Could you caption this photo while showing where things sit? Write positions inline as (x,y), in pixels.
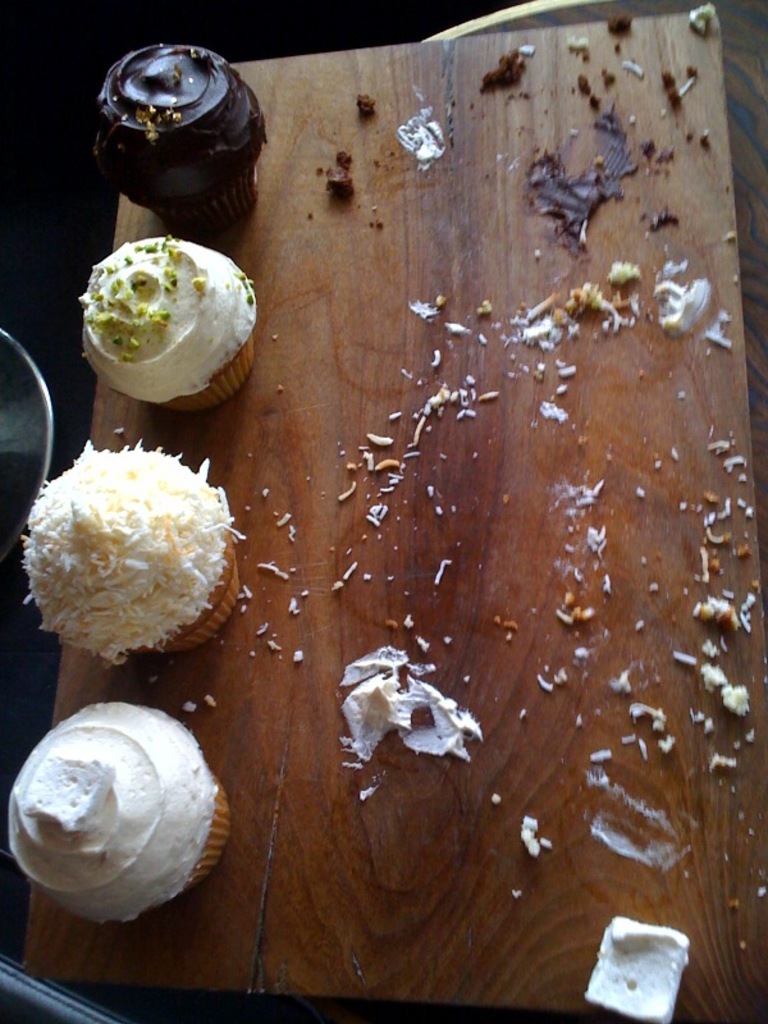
In this picture we can see few muffins (206,579) on the wooden plank (289,544).
